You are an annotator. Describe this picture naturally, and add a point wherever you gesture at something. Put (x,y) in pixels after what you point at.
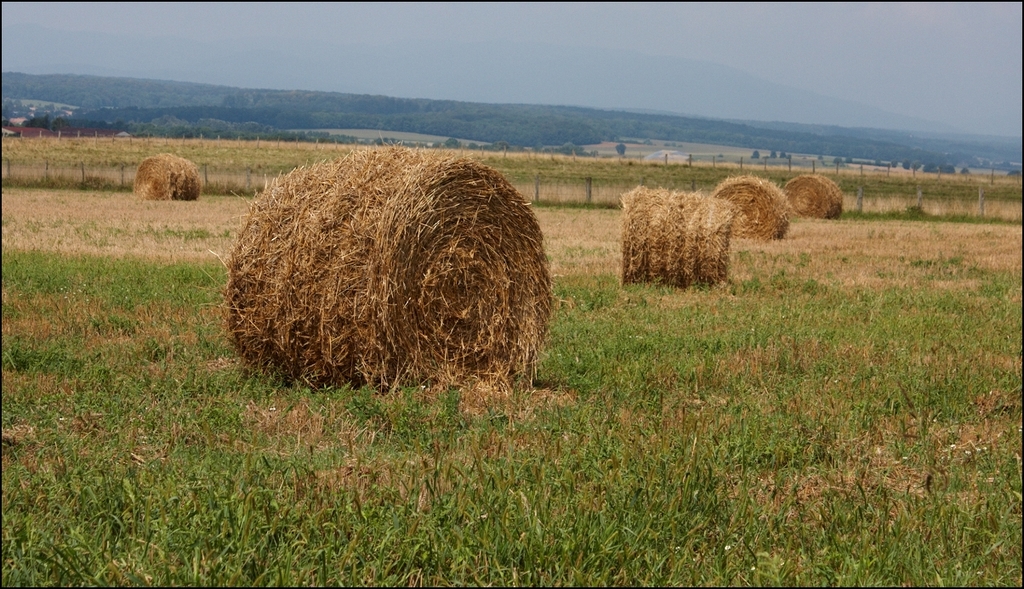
Here we can see grass (732,379), fence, and trees (141,114). In the background (998,89) there is sky (810,66).
